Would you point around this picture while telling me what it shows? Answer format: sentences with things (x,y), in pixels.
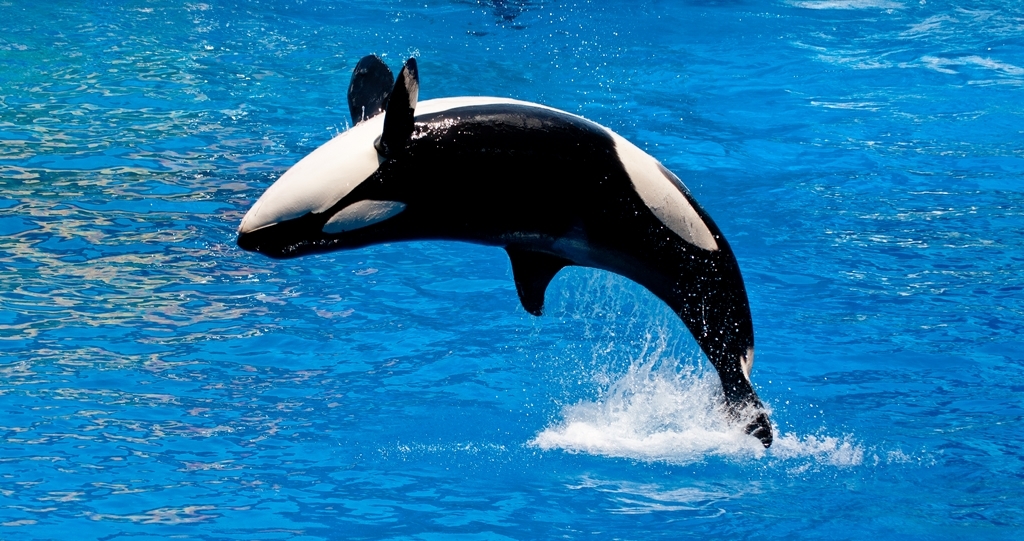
In this picture we can see dolphin (750,329) and water (691,433).
